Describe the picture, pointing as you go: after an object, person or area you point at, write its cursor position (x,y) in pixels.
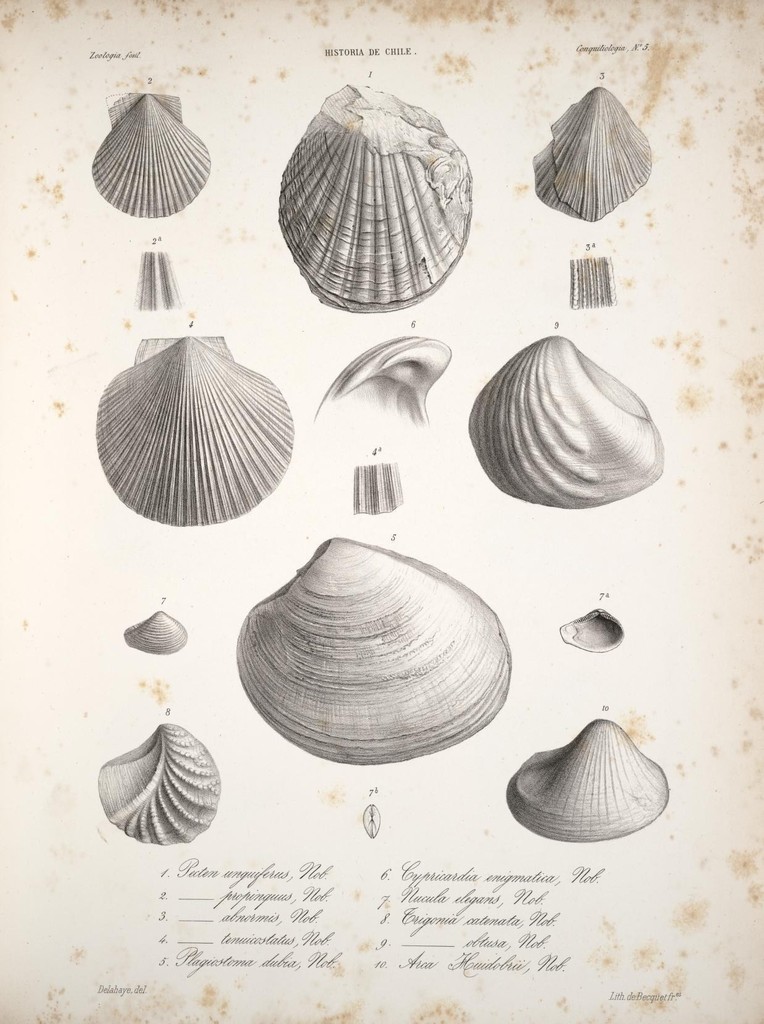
There is a page (518,205) in the image on, which there are types of shells (618,459) and text (539,944) on it.
